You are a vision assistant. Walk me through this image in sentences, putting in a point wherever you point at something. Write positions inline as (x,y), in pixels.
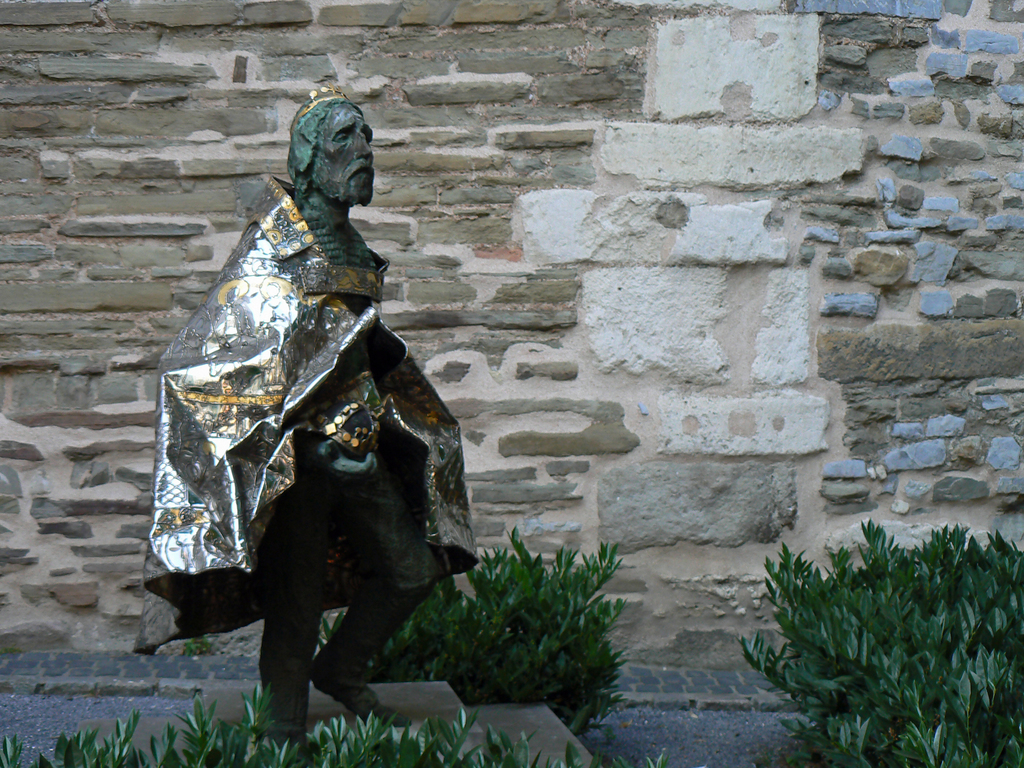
On the left side of the image (262,331) a statue (272,358) is there. In the background of the image (765,42) there is a wall (786,159). At the bottom of the image (770,700) we can see plants (901,694), ground (727,703).
